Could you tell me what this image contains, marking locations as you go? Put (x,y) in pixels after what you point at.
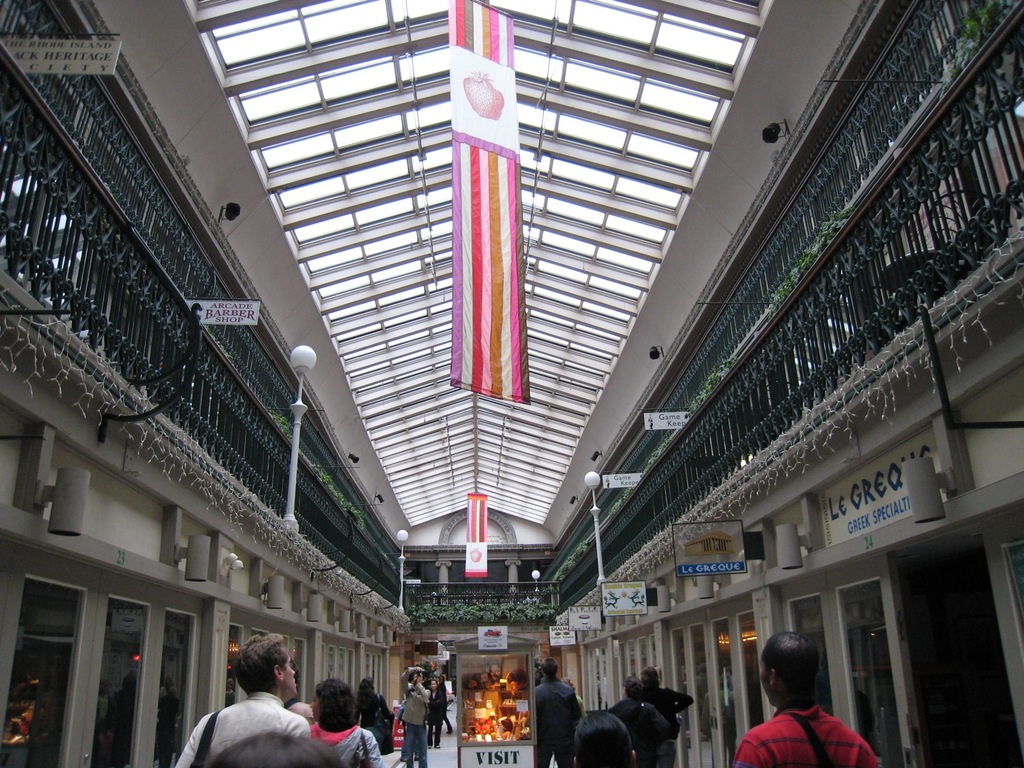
At the bottom (368,720) few persons (434,718) are walking, at the top (409,94) it is the roof (531,307). It is an inside part of a building (458,519).
